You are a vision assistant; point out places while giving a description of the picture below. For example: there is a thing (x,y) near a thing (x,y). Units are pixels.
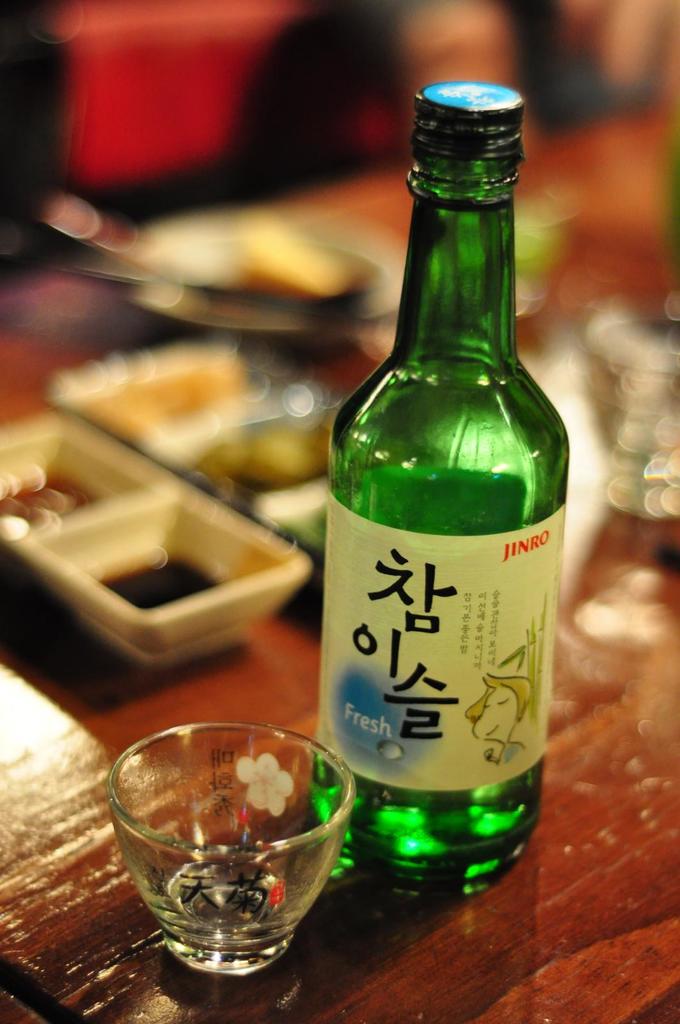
In this image there is a soju bottle (410,593) with a label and a lid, there is a glass bowl (222,871) on a table (121,917), in the background (31,360) there are square shaped plates (131,360), food (242,403) on the table (24,714).
